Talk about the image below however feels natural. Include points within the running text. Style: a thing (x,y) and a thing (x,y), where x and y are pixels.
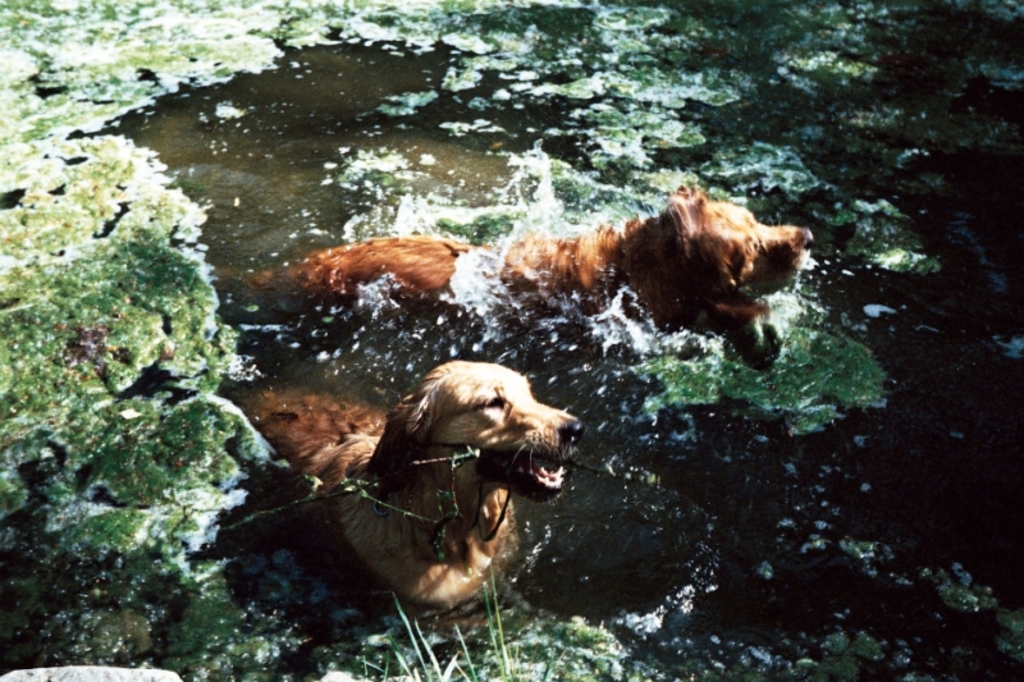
In this picture, we see two dogs (460,437) are swimming in the water (410,361). This water (446,339) might be in the pond (549,504). On the left side (119,331), we see the algae (117,437). We even see the algae (586,94) in the background (616,78).
